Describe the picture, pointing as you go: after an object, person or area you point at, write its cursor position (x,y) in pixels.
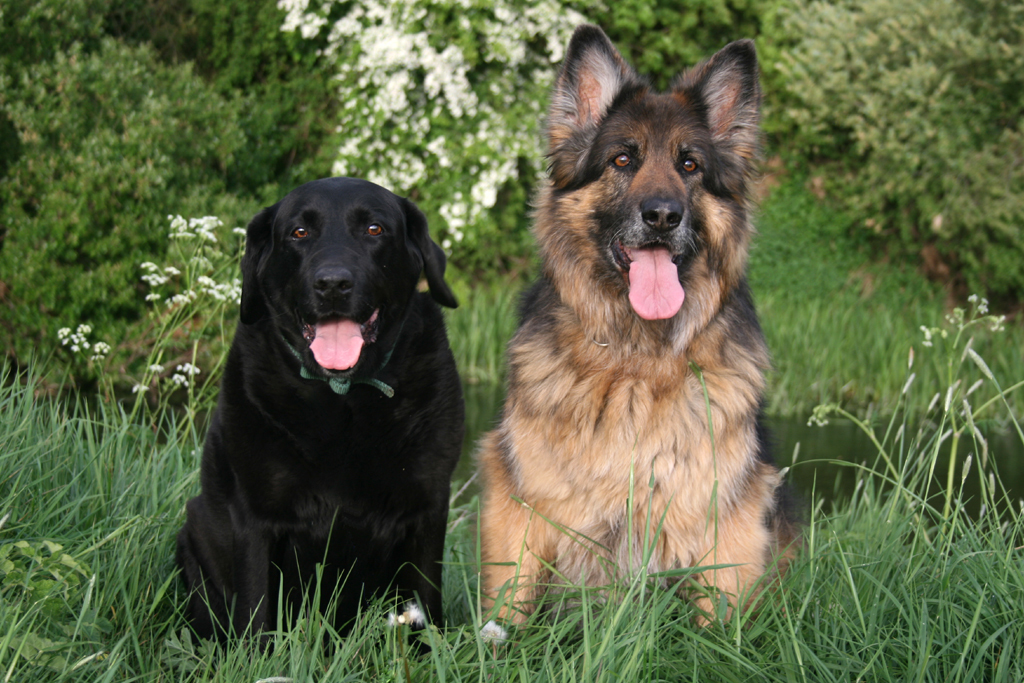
In this image two dogs (793,499) are sitting on the grass (880,586). Behind them there is water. Top of image (416,185) there are few plants (415,125) having flowers (415,125). There are few trees (823,127) on the grassland (860,328).
